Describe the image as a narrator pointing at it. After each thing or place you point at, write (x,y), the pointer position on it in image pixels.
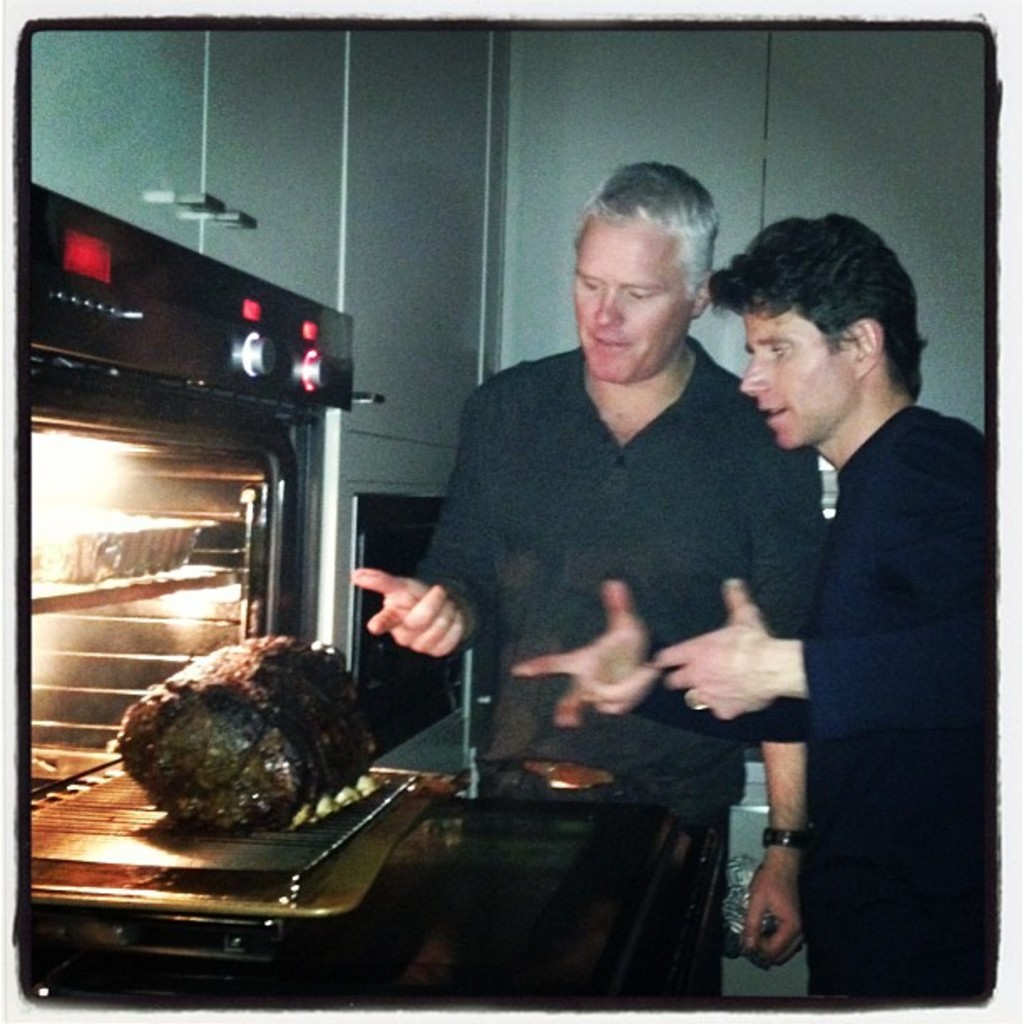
In this image I can see two persons (636,232) are standing on the right side (757,700) and I can see one of them is holding a cloth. On the left side of this image (232,312) I can see an oven (156,811) and a black color thing (257,669). I can also see a box (98,558) in the oven (300,306) and in the background (450,194) I can see cupboards (420,195).
